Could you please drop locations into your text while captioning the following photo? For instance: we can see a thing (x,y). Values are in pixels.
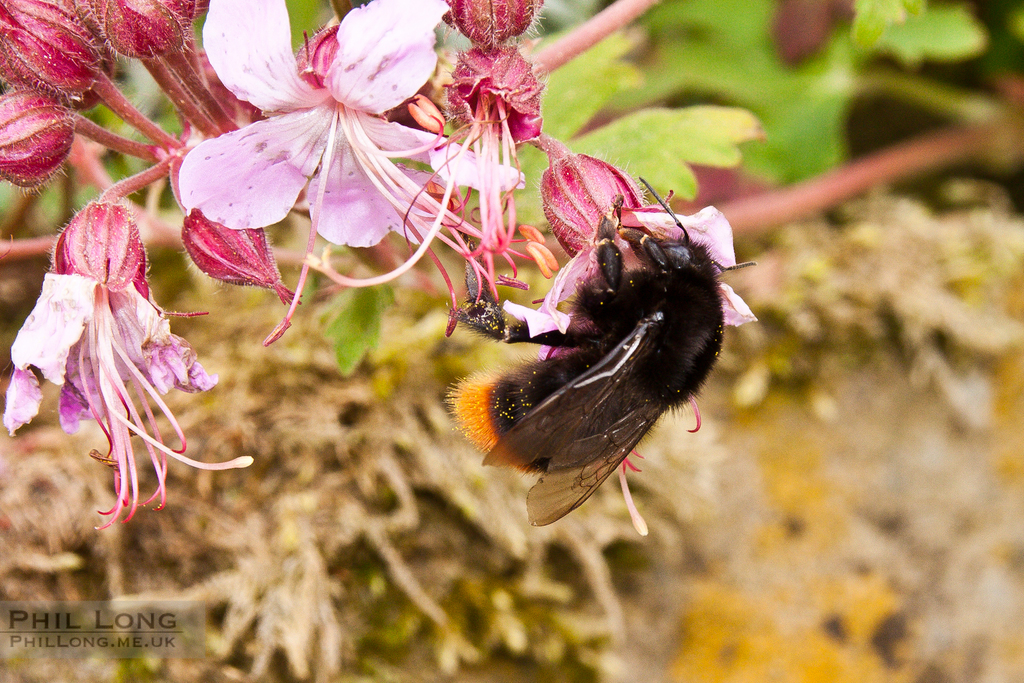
This image is taken outdoors. This image is an edited image. In the background (293,533) there are a few plants (345,534). In the middle of the image (675,372) there is a bumble bee (608,322) on the flower (586,252) and there are a few flowers (370,102) and buds (24,136).
